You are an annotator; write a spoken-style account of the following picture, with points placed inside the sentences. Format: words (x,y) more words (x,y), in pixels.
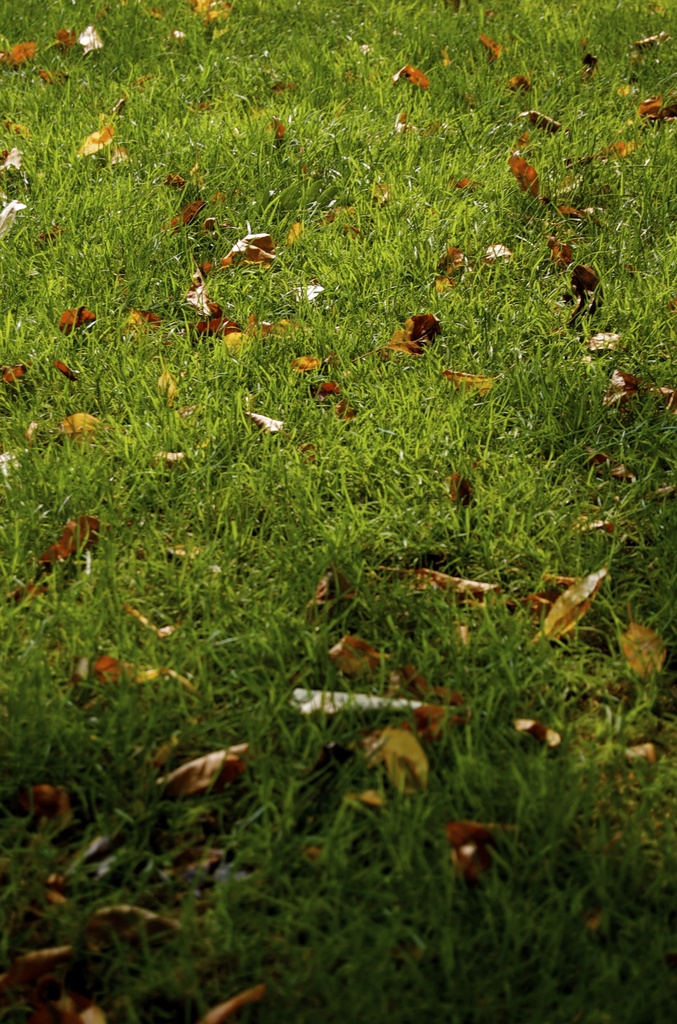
In this image there are dried leaves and grass (357,476) on the ground (399,582).
